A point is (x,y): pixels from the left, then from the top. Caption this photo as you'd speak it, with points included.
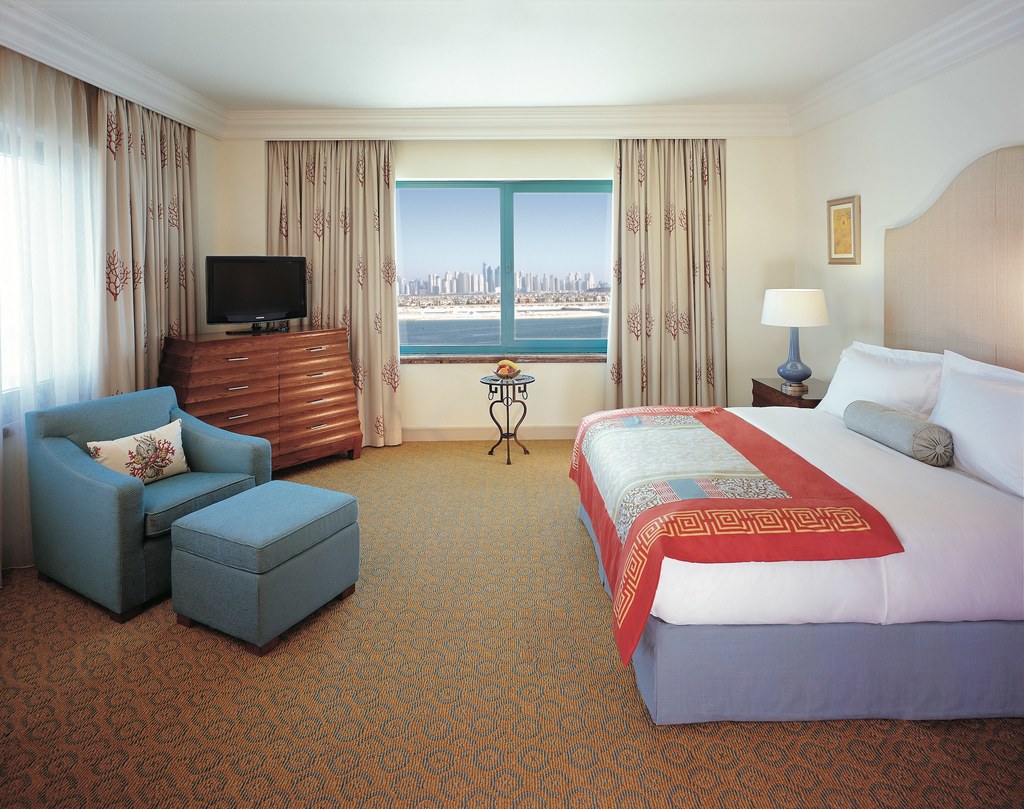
In this image we can see a bed (965,333) which is on the right side (992,372). Here we can see a sofa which is on the left side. This is a wooden table (286,379) where a television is kept on it. This is a table lamp (795,386) which is on this table (781,382). This is a glass window (446,248) which is bounded with a curtain (351,289).
